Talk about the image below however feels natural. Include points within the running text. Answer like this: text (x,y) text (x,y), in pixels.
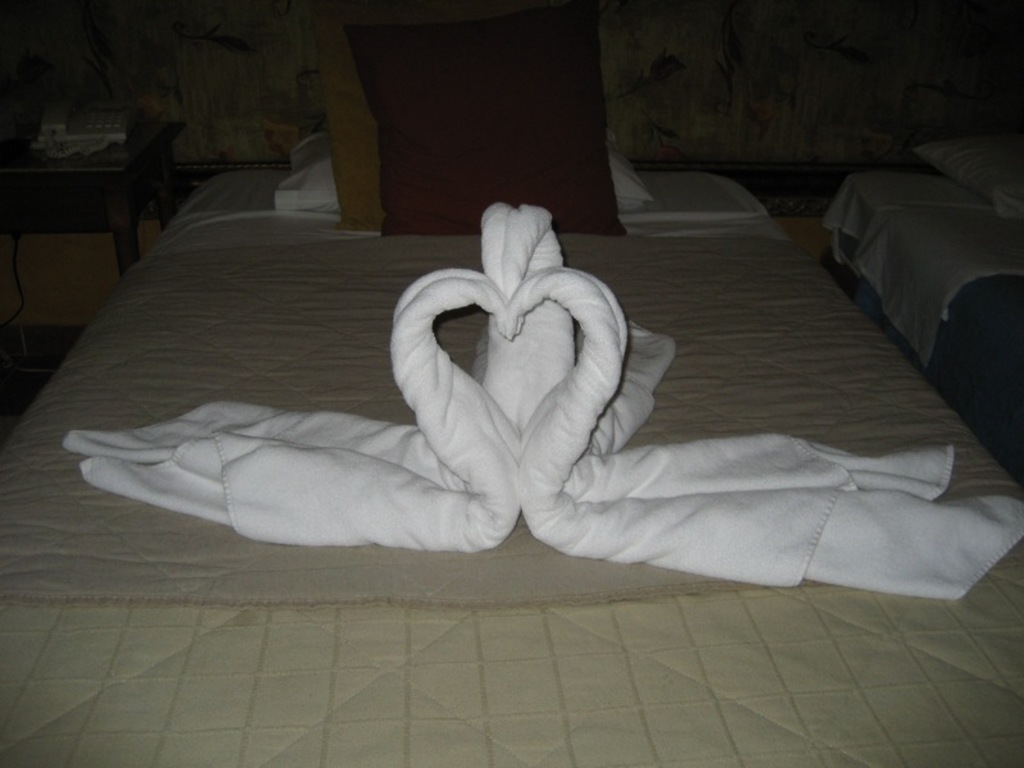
In the background (88,125) we can see a telephone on the table (165,222). In this picture we can see the beds (382,334) with mattress (264,352) and pillows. We can see some art (350,507) with white towels (339,453).
